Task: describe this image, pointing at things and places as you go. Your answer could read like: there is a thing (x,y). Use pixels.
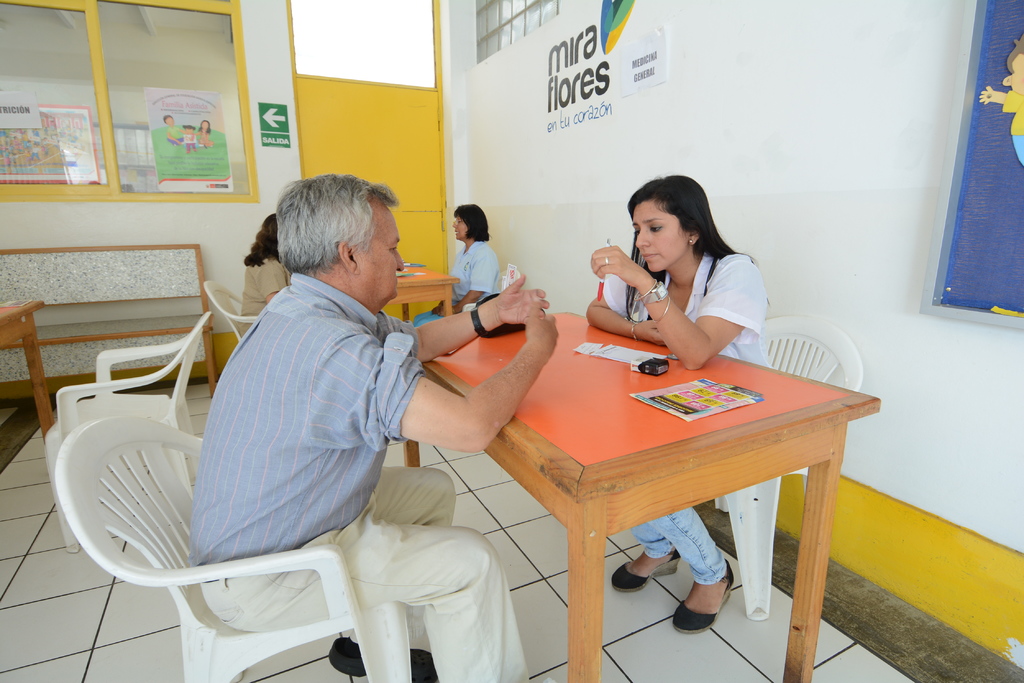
In this picture we have four people (347,542) sitting per two on different tables (559,353) and different chairs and on the table (565,396) we have the papers (694,396) and among them three (616,286) are women (653,273) and one (295,404) is a man (303,349) and there are some wall posters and on the other side there is a bench (140,337) and a empty chair (97,367).
